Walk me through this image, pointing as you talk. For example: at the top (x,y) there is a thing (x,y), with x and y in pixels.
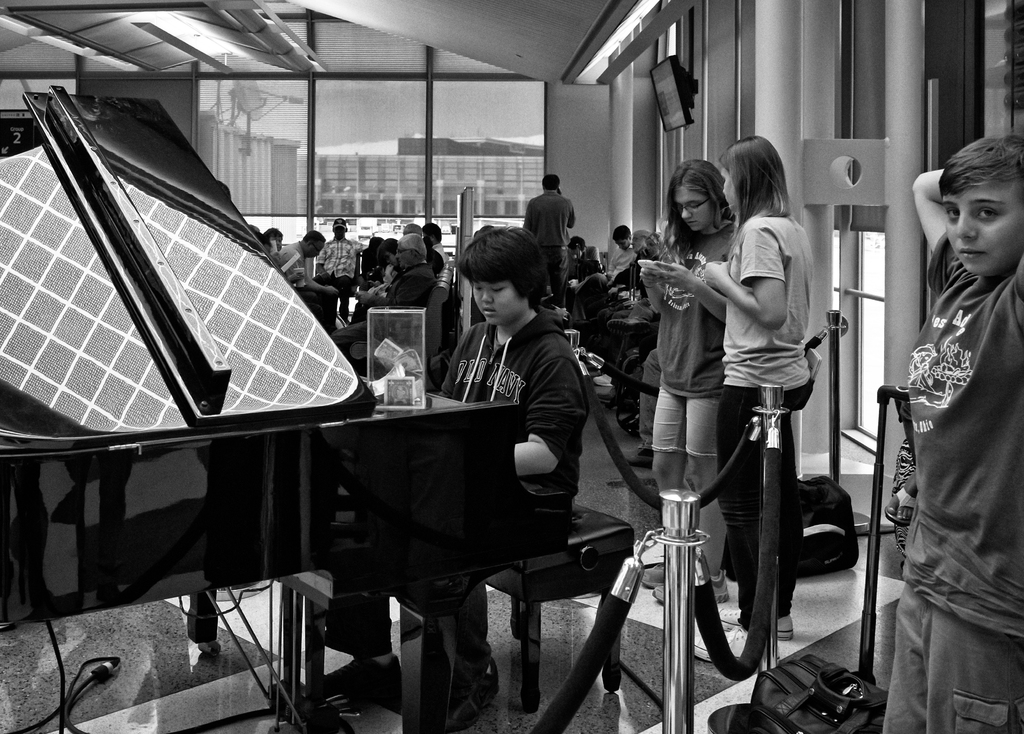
In this image I can see number of people (569,387) where one person (520,460) is sitting on a stool (530,566) in front of a piano (469,443). On this wall (715,41) I can see a light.
